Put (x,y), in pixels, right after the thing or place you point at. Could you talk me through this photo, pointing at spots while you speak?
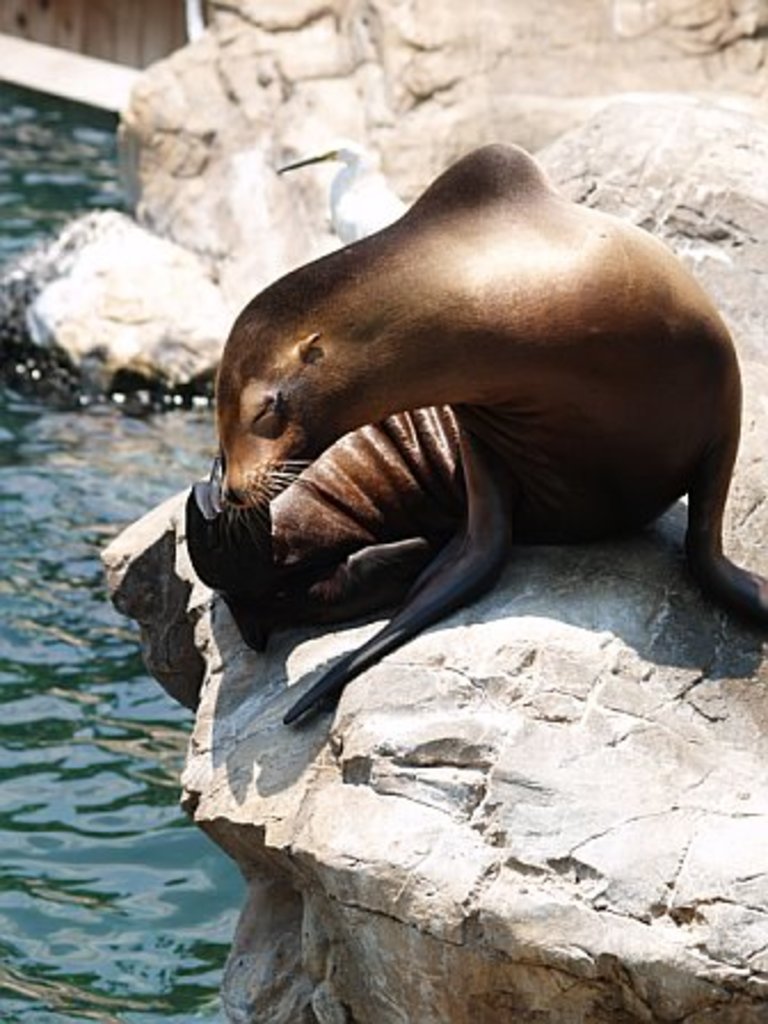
In this image there is a sea lion (529,241) visible on the rock (554,865) right side (700,513), on the left side (142,442) there is water (52,608) visible.
